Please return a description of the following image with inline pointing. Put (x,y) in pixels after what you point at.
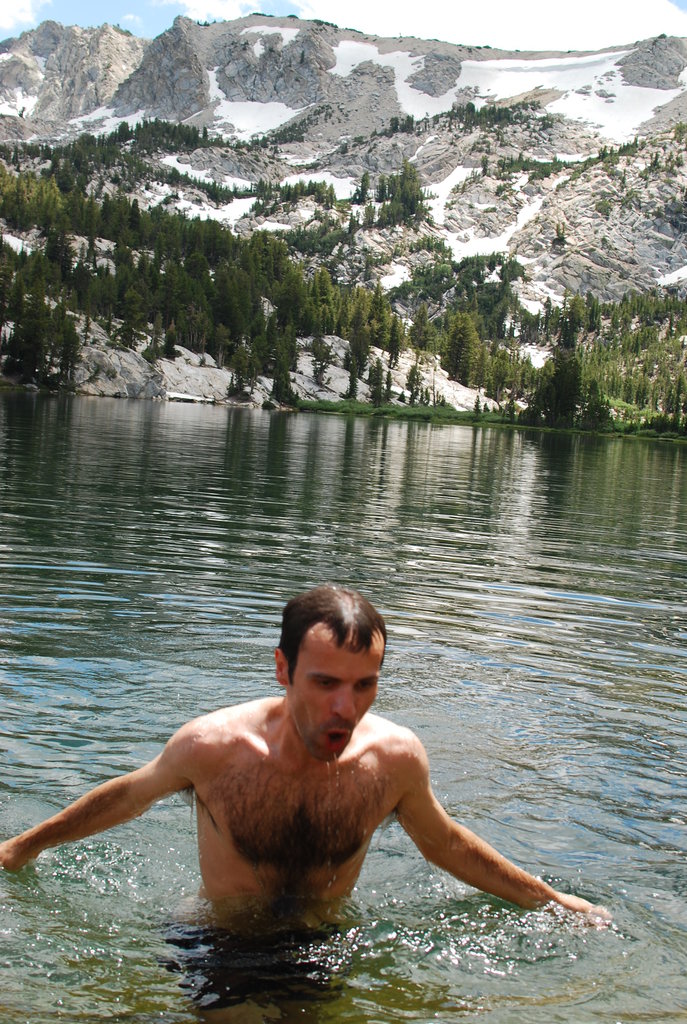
In the middle of the image (291,641) we can see a man (286,795) in the water (273,677), in the background (257,404) we can see few trees (200,260) and hills (76,50).
